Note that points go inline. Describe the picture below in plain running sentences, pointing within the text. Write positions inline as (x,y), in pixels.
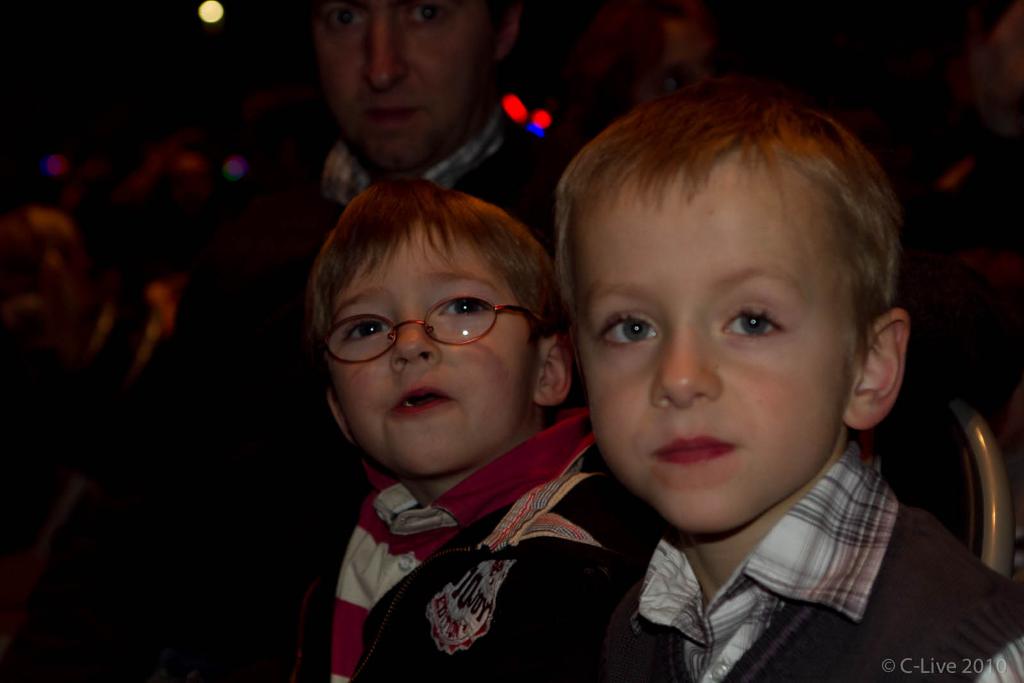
In this picture there are group of people (636,418). In the foreground (636,418) there are two boys (497,441) sitting on the chair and there is a man (339,150). At the top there are lights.
